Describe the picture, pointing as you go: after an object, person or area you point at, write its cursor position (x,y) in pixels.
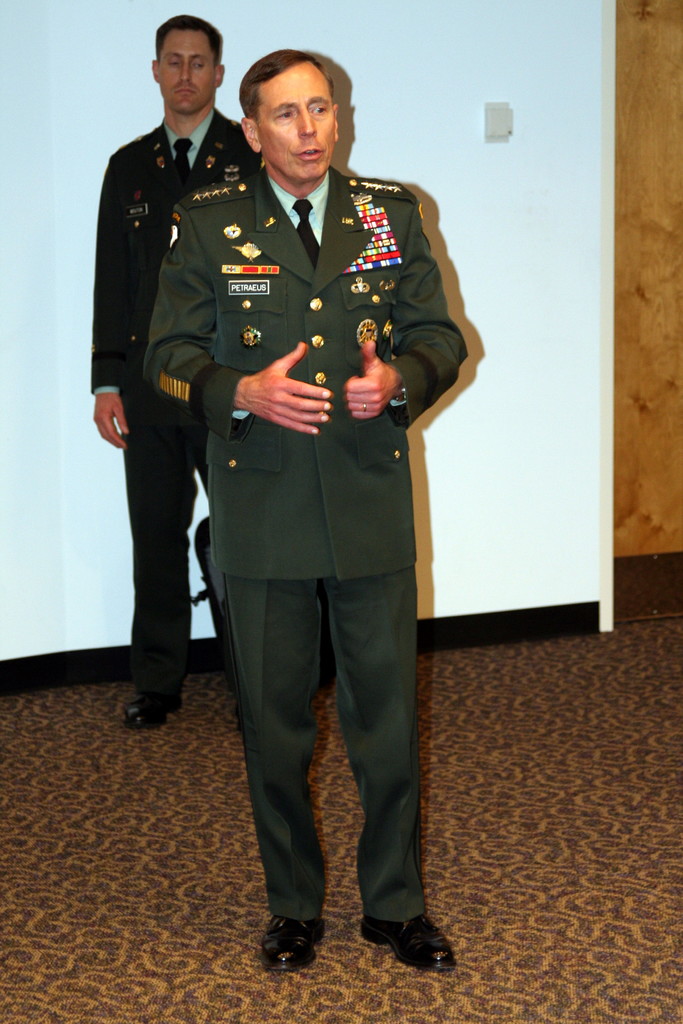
In this image we can see one white board (575,442) near the wall (658,132) in the background (535,117), one object (492,132) attached to the whiteboard (495,188), one black object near the white board (495,218), one carpet (509,704) on the floor (148,896), one man (136,235) in army service uniform (132,226) standing near the white board (204,621), one man (364,395) in army service uniform (284,676) standing and talking in the middle of the image (232,552).
